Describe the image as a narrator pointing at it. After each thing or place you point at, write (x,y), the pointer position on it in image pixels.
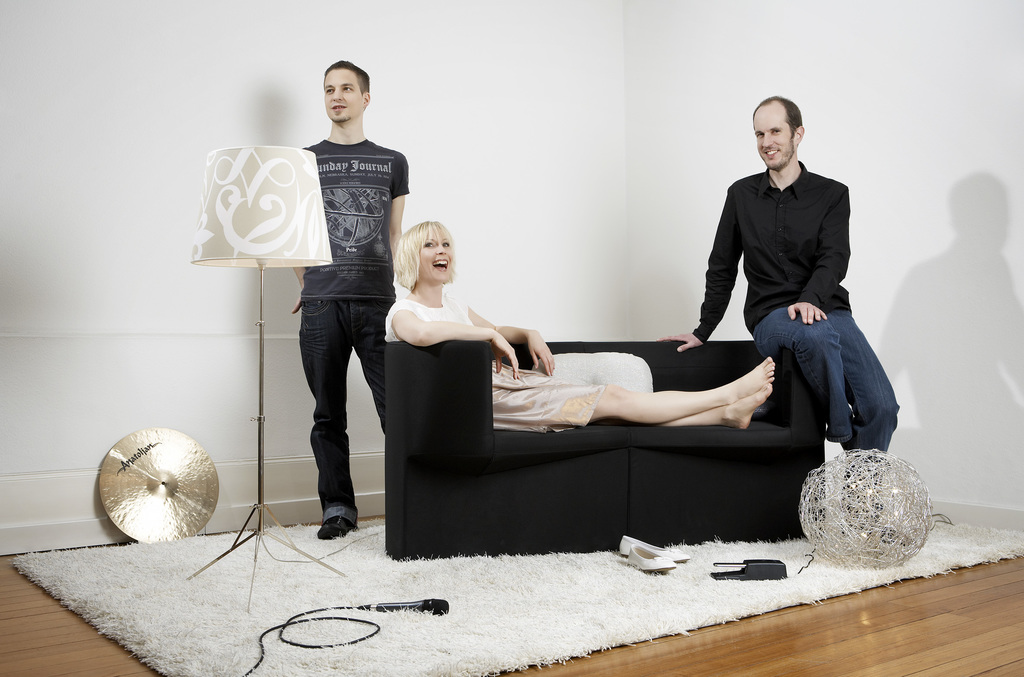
There is a lady (443,290) sitting on a sofa (794,401) behind her there is a man (886,427) sitting and at one edge and on other end there is a man (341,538) standing behind lamp (310,202) on a carpet (195,593).
